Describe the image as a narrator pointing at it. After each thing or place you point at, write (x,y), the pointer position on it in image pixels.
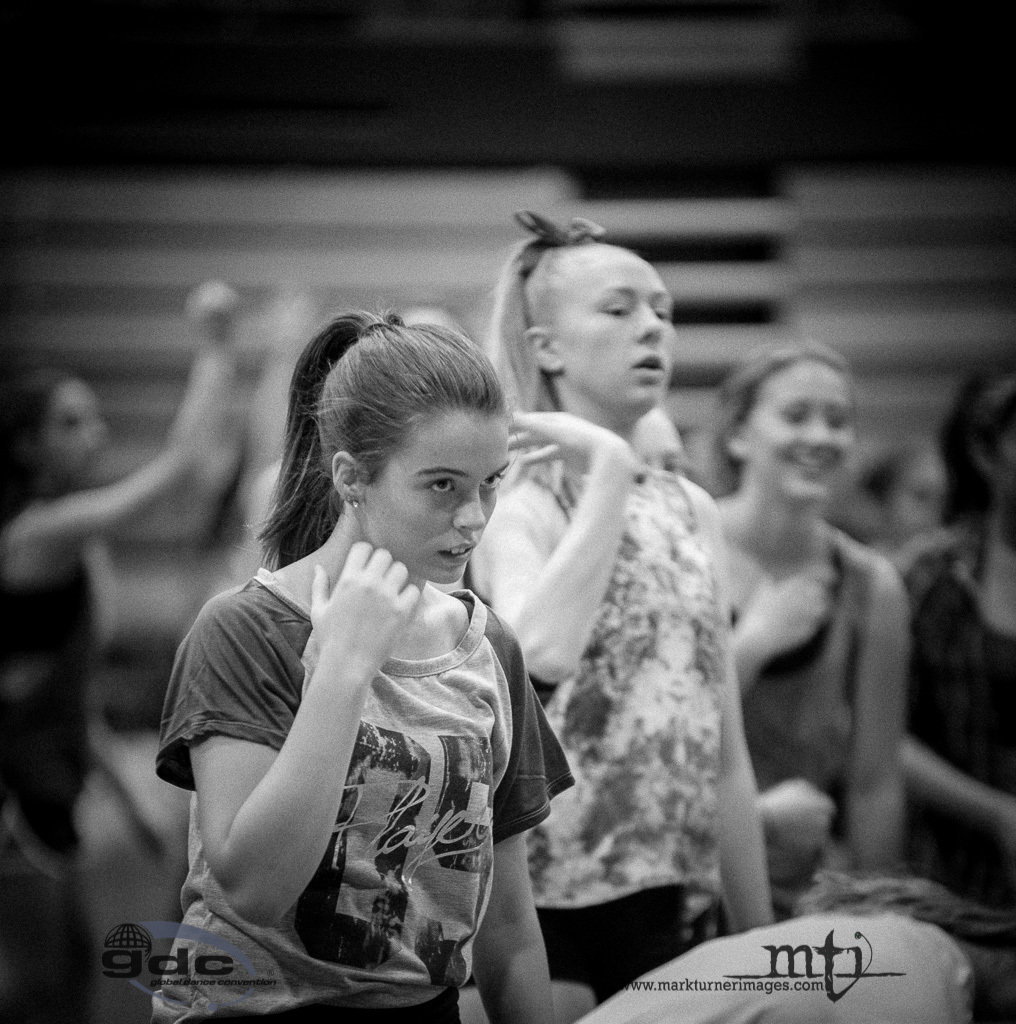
In the picture we can see some women (849,874) are standing and doing an exercise and in the background (220,218), we can see a wall (806,107) with steps (388,207).
